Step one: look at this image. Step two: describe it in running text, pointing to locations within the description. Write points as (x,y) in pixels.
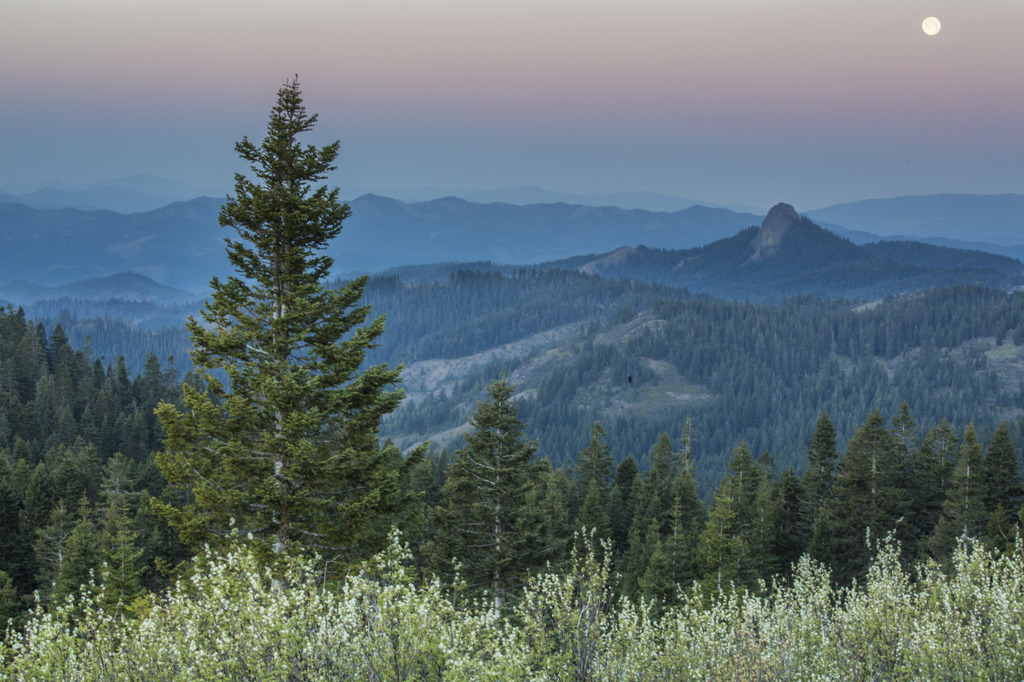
In this picture we can see trees (462,545) and in the background (644,413) we can see mountains (638,412), sky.
